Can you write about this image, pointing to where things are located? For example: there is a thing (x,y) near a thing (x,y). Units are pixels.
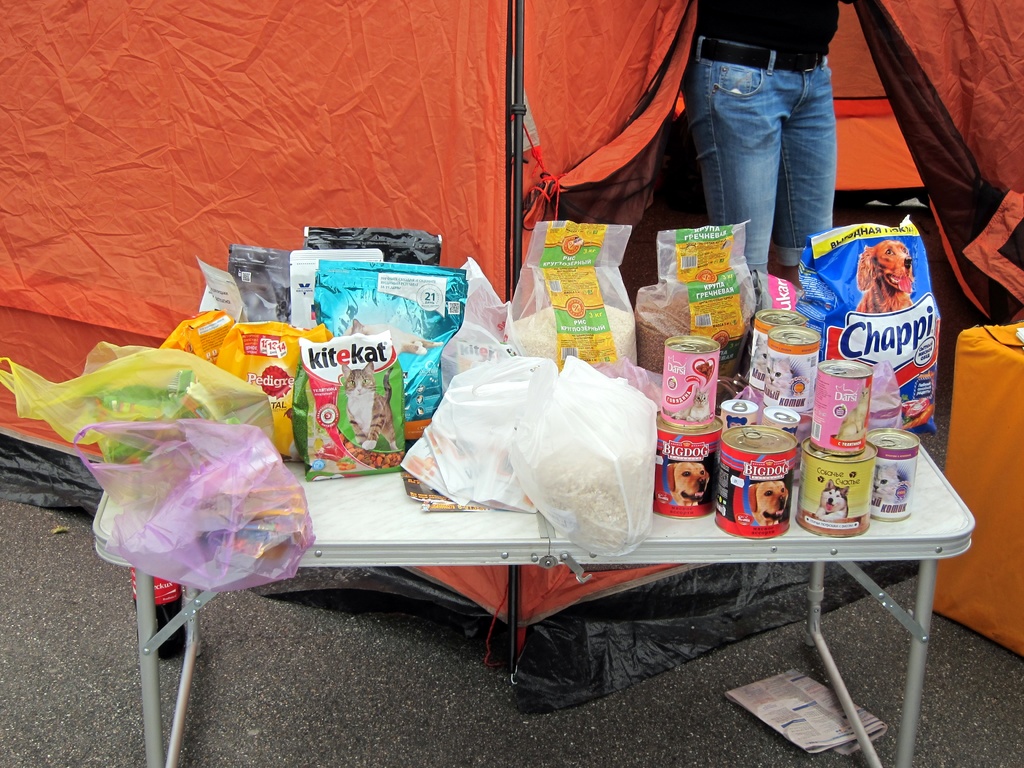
Here I can see a table (712,553) on which cans (822,440) and some packets (334,352) are placed. At the bottom (830,730) there is a newspaper (775,727) on the floor (639,726). In the background (572,163) there is a tent (419,156) and I can see a person (776,77) is standing. On the right side (983,504) there is an orange color object (1012,444).
